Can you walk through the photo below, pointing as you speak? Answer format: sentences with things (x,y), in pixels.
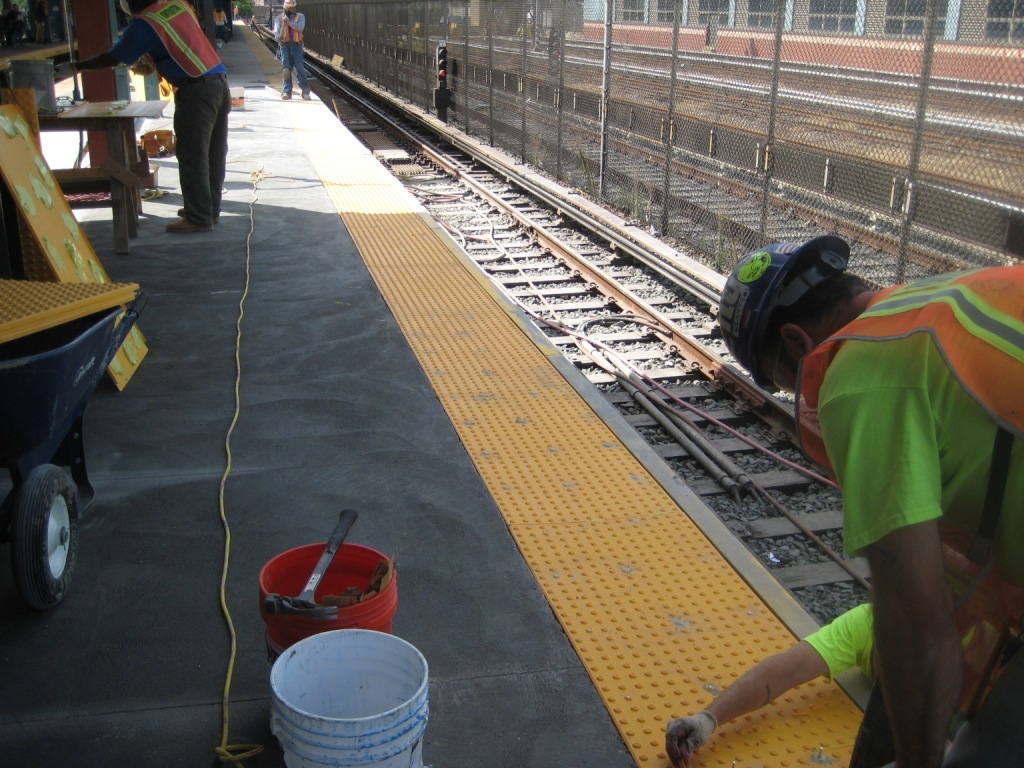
In this image I can see few people (863,614) and vehicle (77,454) on the platform (232,284). I can see a railway track (556,245), traffic signal (445,85), fencing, building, glass windows (888,24). I can see few buckets (359,637) and some objects (224,523) on the platform (245,767).
